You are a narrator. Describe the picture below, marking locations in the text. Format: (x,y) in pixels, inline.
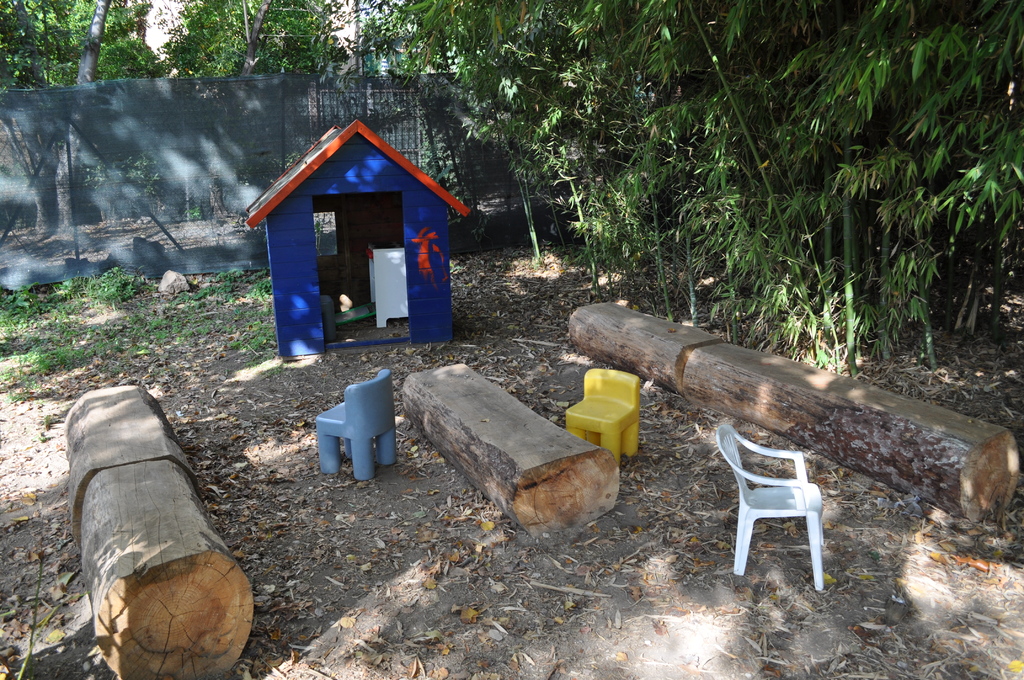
In this picture there is a toy house (403,247) in the image and there are toy chairs (598,384) in the center of the image (365,411), there are logs (909,430) on the right (920,439) and left side of the image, there are trees (475,74) on the right (871,250) and at the top side of the image (628,100).
